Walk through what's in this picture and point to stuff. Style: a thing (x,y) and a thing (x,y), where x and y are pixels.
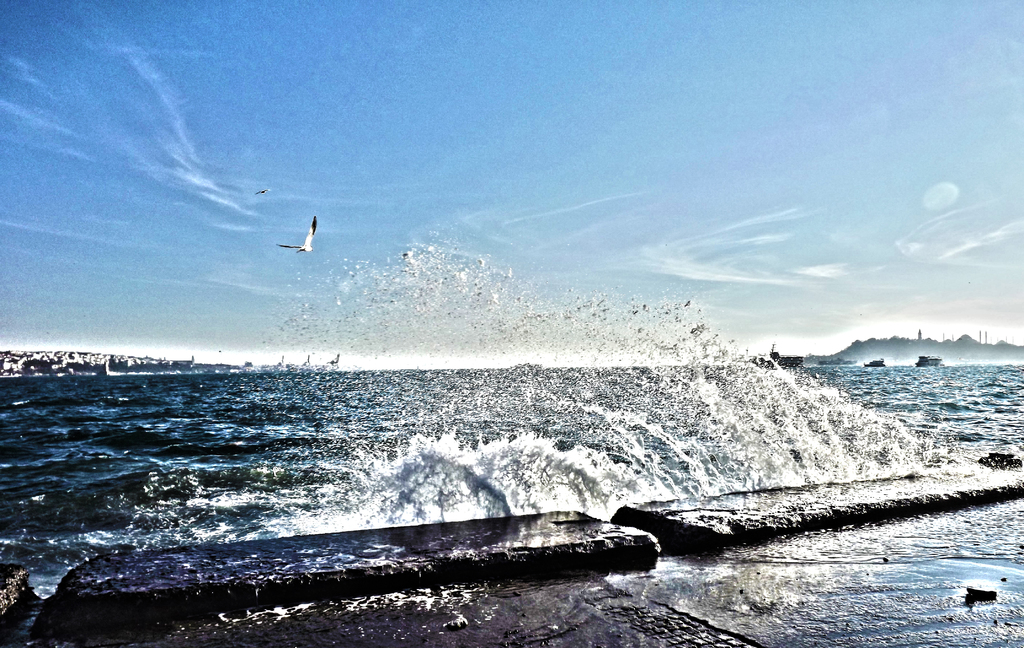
In the center of the image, we can see a bird (316,223) flying and at the bottom (506,504), there is water (475,421). At the top (353,78), there is sky (429,97).
